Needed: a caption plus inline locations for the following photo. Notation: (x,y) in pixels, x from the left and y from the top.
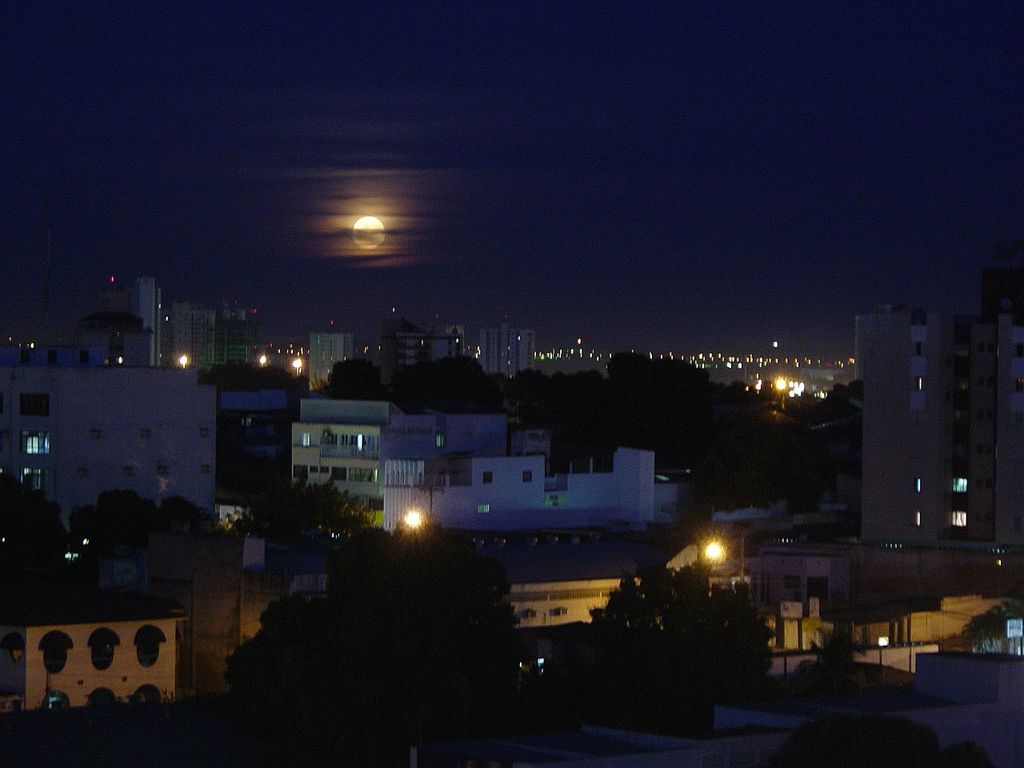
In this picture we can see buildings (804,562), trees (756,449) and lights (782,390). In the background of the image (677,331) we can see the sky (752,238).
